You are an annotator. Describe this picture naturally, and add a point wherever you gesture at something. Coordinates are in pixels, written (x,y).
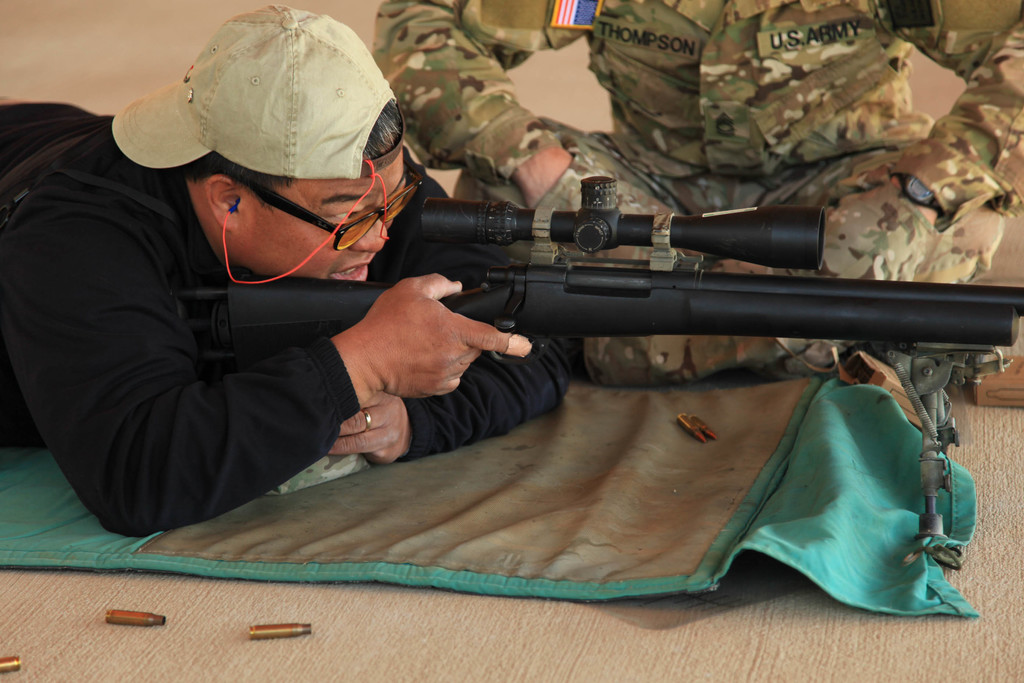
In the image I can see a person (755,198) is sitting and wearing uniform (883,163). The person (200,377) on the left side (309,341) is lying and holding a gun (594,297). The person (406,321) is wearing a cap (254,151). I can also see bullets (286,627) and some other objects (575,516) on the surface (406,642).
